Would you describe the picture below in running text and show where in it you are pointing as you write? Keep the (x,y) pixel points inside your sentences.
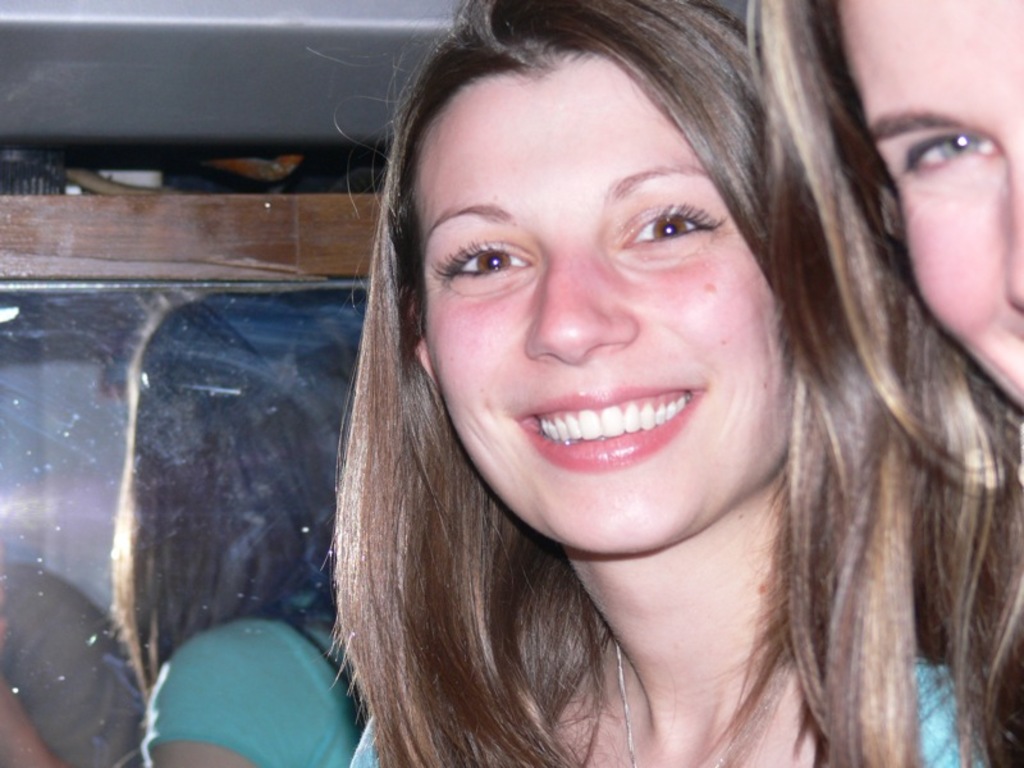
This is the woman (612,669) smiling. This looks like a mirror (285,474) with a wooden frame (107,267). I can see the reflection (200,636) of a woman (168,606). At the right side of the image (987,359), I can see another woman (963,271).
